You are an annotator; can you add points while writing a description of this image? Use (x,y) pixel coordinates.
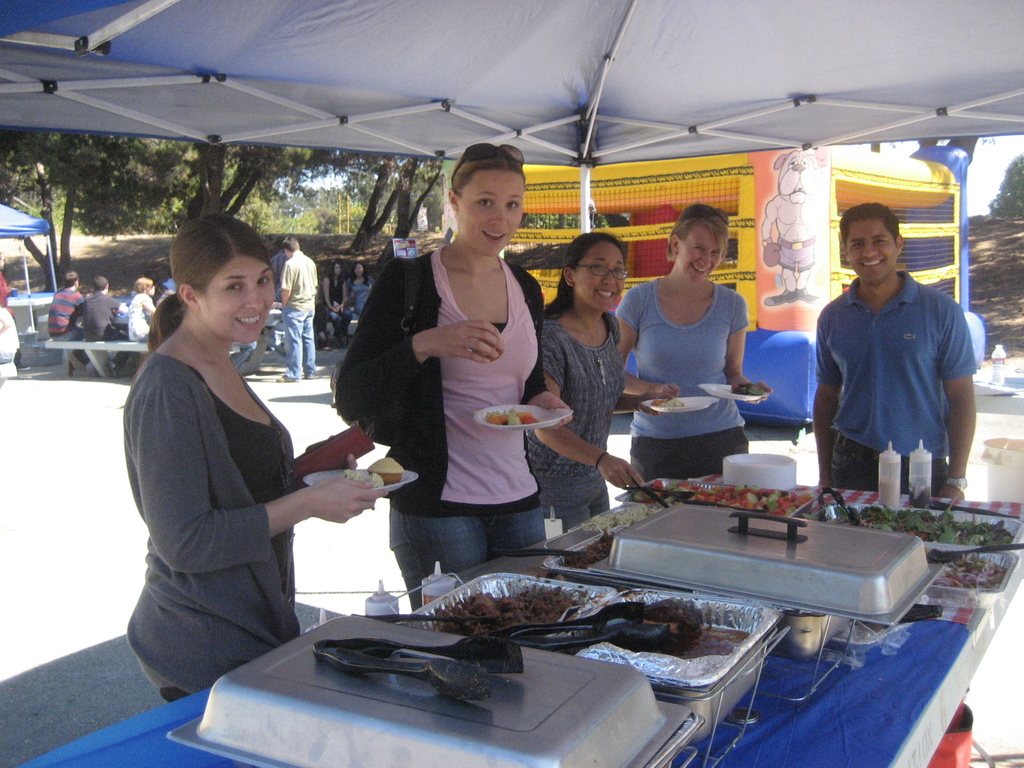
In this picture we can observe some people (405,431) standing in front of a table (907,656) on which there is some food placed in the dishes (622,532). There are women (555,386) and a man (858,349) near the table (547,559) under the tent (492,40). In the background (112,157) we can observe trees (186,174) and some people (88,316) sitting on the bench (105,342).
